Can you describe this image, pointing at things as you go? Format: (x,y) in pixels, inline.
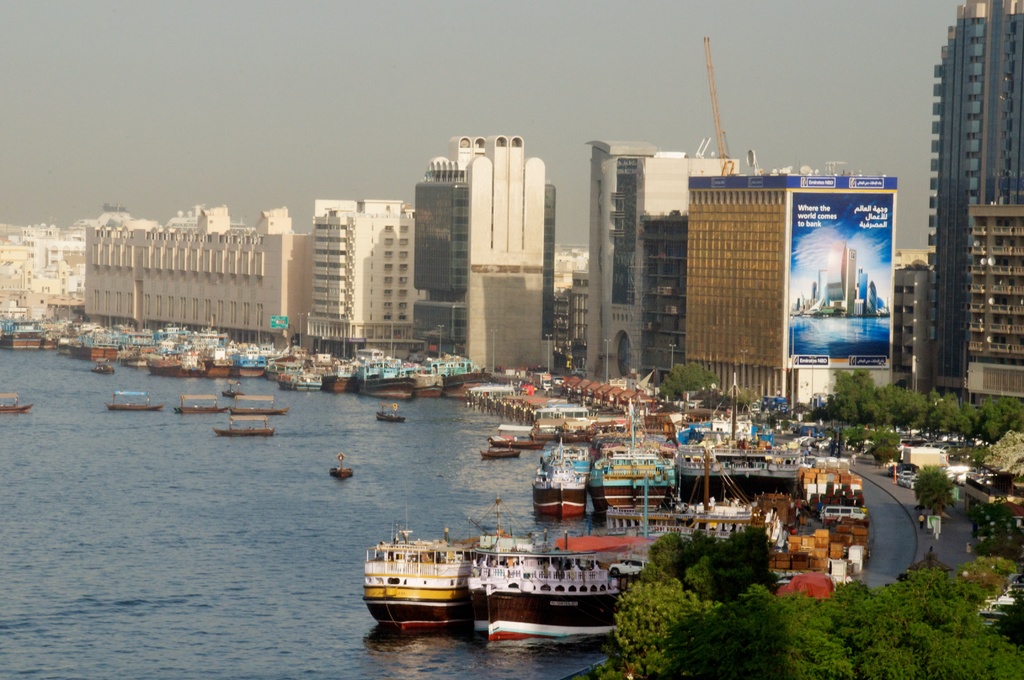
In this picture we can see a group of boats (388,365) on water (373,441), vehicles (827,439) on the road (893,518), trees (978,420), boxes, banners (800,217), buildings (427,289), poles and in the background (585,109) we can see the sky (383,129).
